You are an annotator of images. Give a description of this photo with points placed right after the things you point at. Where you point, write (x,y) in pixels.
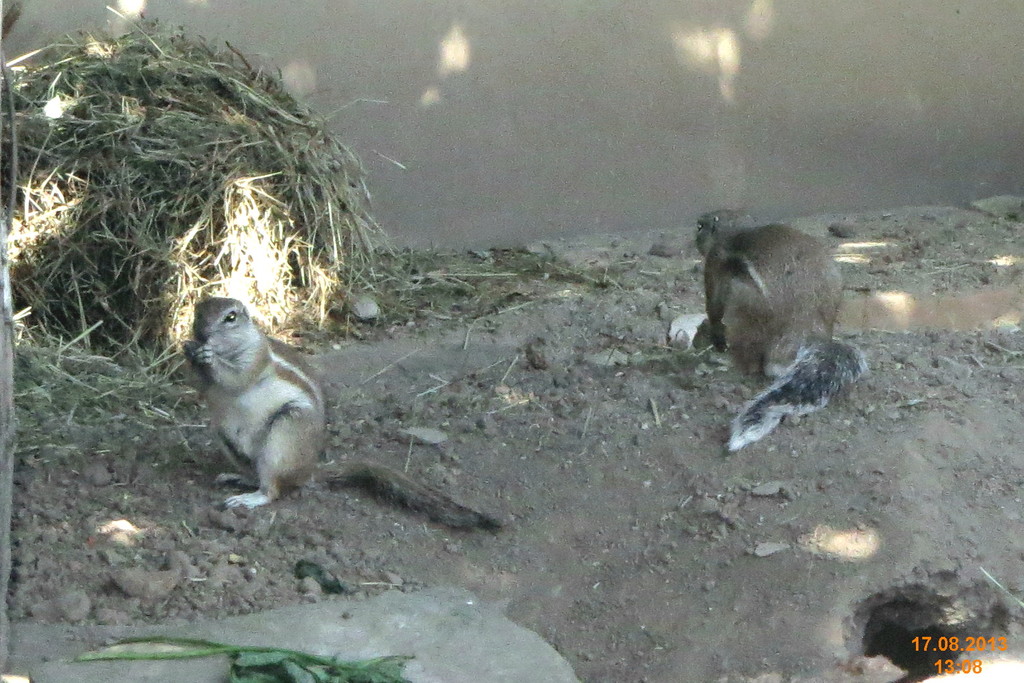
In this image there are squirrels (260,442). At the bottom (377,634) there is a rock (353,633). On the right (864,641) we can see a burrow (884,636). In the background (248,159) there is grass (290,216) and a wall (495,169).
